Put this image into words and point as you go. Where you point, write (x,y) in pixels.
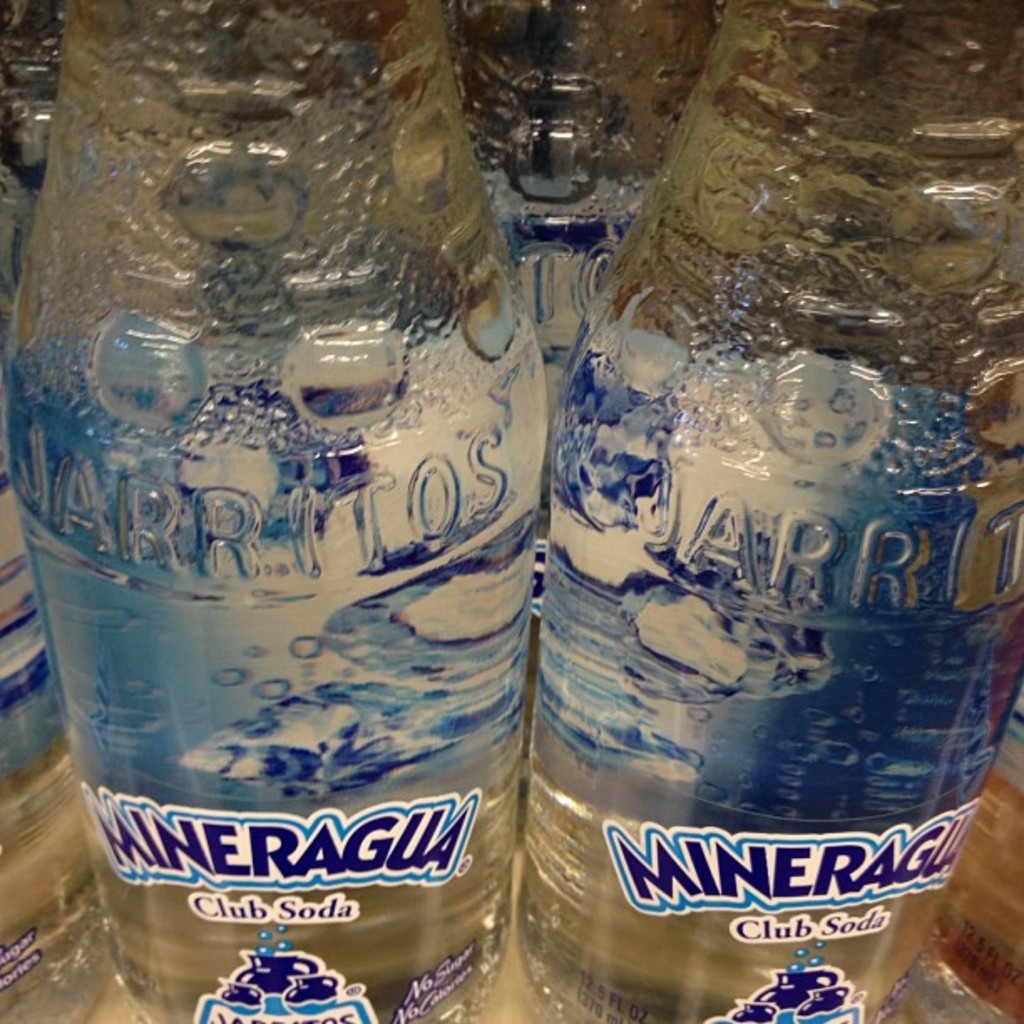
This picture shows a bunch of soda bottles (508,477).
